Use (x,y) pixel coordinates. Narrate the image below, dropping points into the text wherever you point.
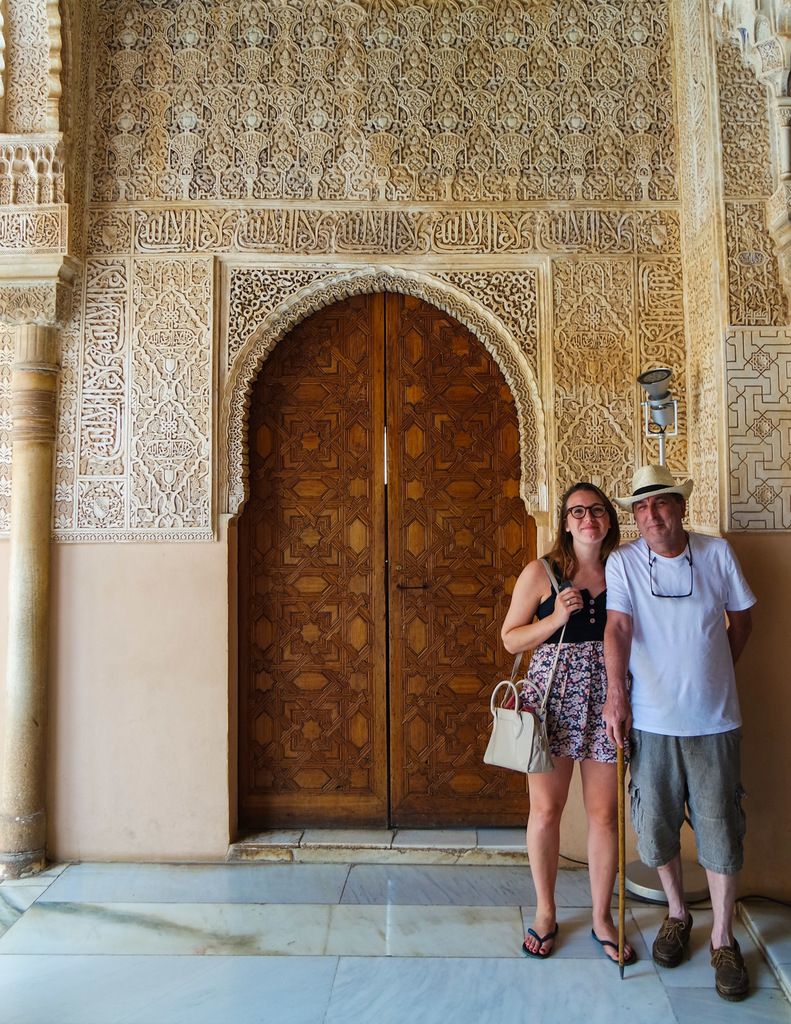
In this image there is a couple (607,614) on the right side (613,672). On the right side (702,654) there is an old man (675,630). Beside him there is a girl (578,594) who is wearing the bag (530,723). In the background (360,477) there is a door (376,600). On the left side (33,406) there is a pillar (39,574).
